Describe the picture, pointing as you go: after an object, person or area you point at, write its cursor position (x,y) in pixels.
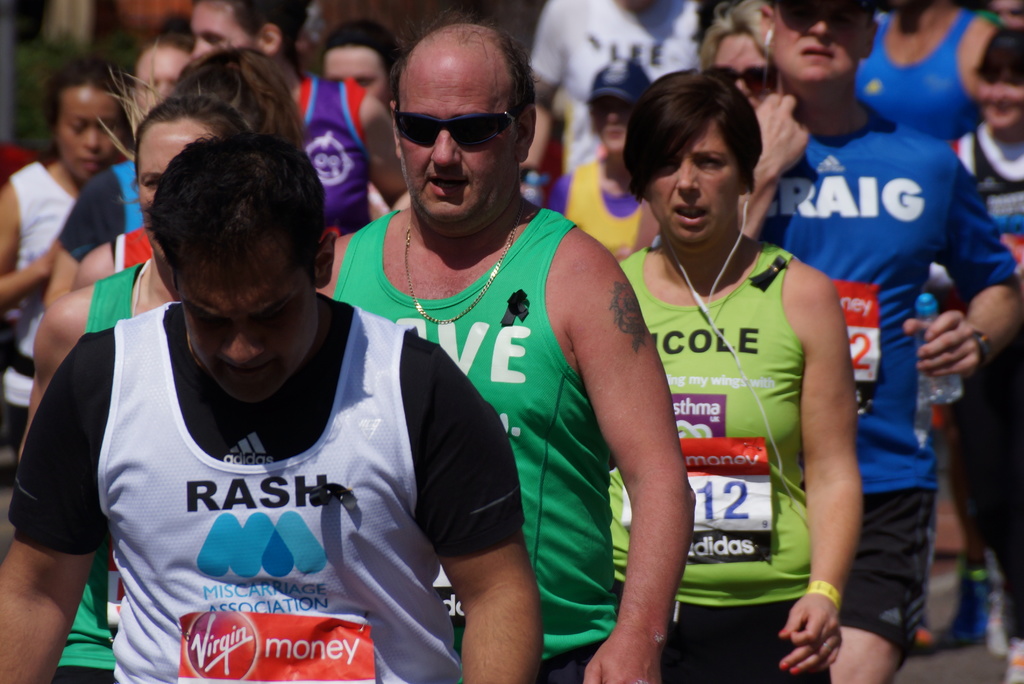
In this image there are group of people (438,349) who are running on the road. All the people (629,517) are having a badge (724,501) to their shirts (536,431). It seems like it is a race.
